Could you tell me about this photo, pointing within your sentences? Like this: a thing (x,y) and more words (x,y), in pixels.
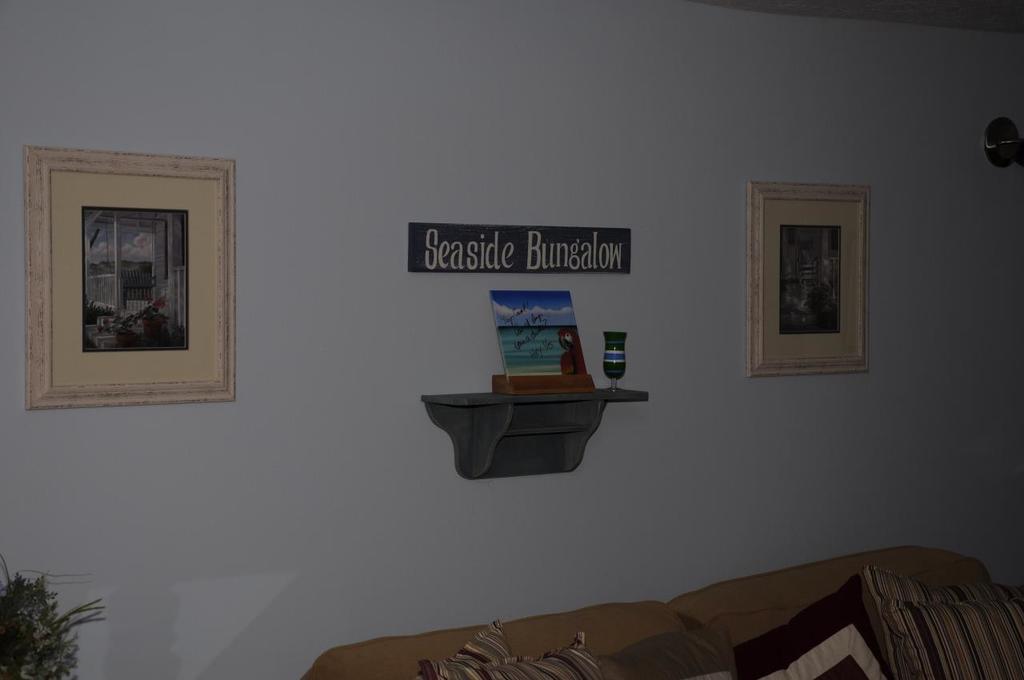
In this image at the bottom (641,628) there is a couch (380,667) and pillows (1019,589), and plant (62,634) and there are some photo frames (142,301) on the wall (408,197). And in the center (453,236) there is a name board (453,256), on the board (483,256) there is text (545,256) and there is one book (511,349) and some object (609,338) on the board (536,440).
